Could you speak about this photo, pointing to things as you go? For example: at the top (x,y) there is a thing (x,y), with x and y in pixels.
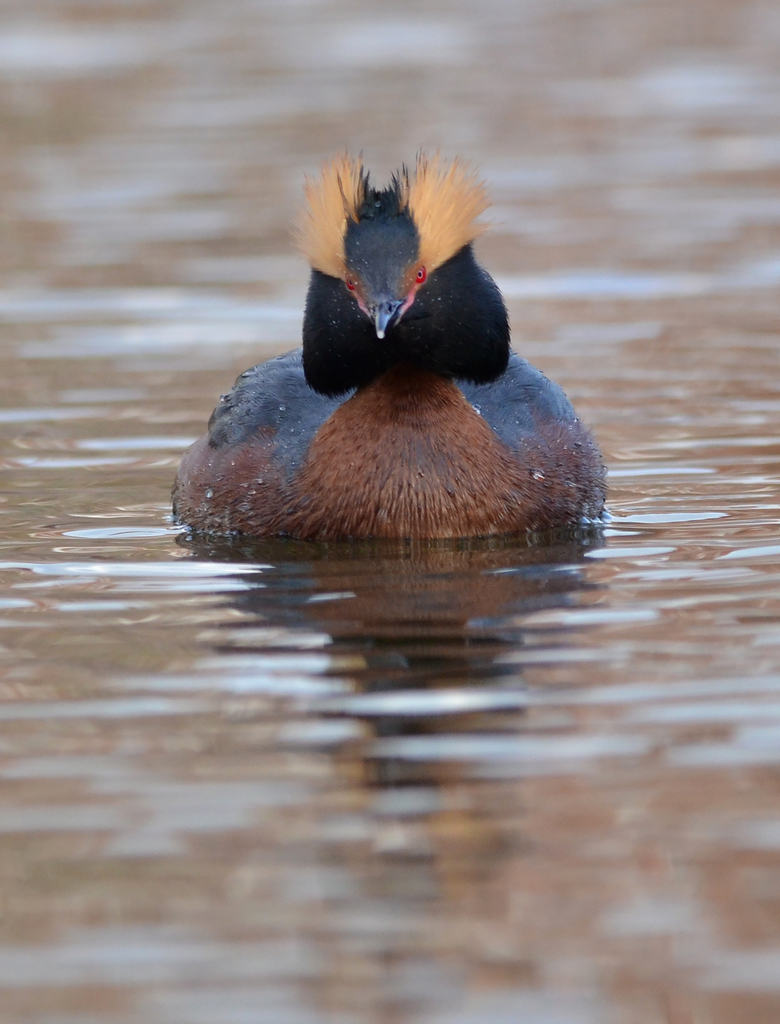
This image is taken outdoors. At the bottom of the image (329,723) there is a pond (378,732) with water (478,561). In the middle of the image (310,425) there is a bird (288,356) in the pond (466,573).
